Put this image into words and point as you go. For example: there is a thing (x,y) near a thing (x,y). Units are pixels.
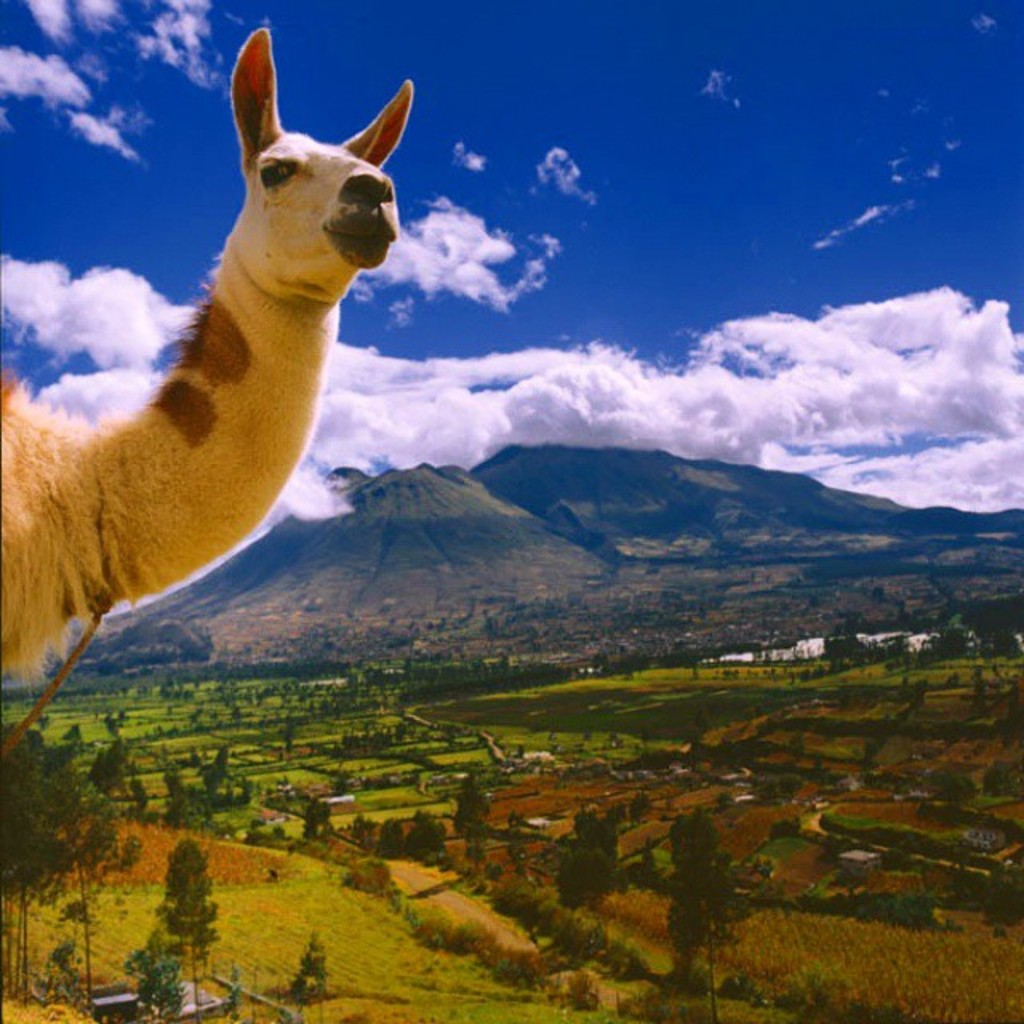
In this image there is an animal (234,468). Bottom of the image (572,820) there are few trees (171,791) on the grassland (341,888). Background (763,572) there are hills (495,568). Top of the image (595,209) there is sky (699,214) with some clouds (822,331).
